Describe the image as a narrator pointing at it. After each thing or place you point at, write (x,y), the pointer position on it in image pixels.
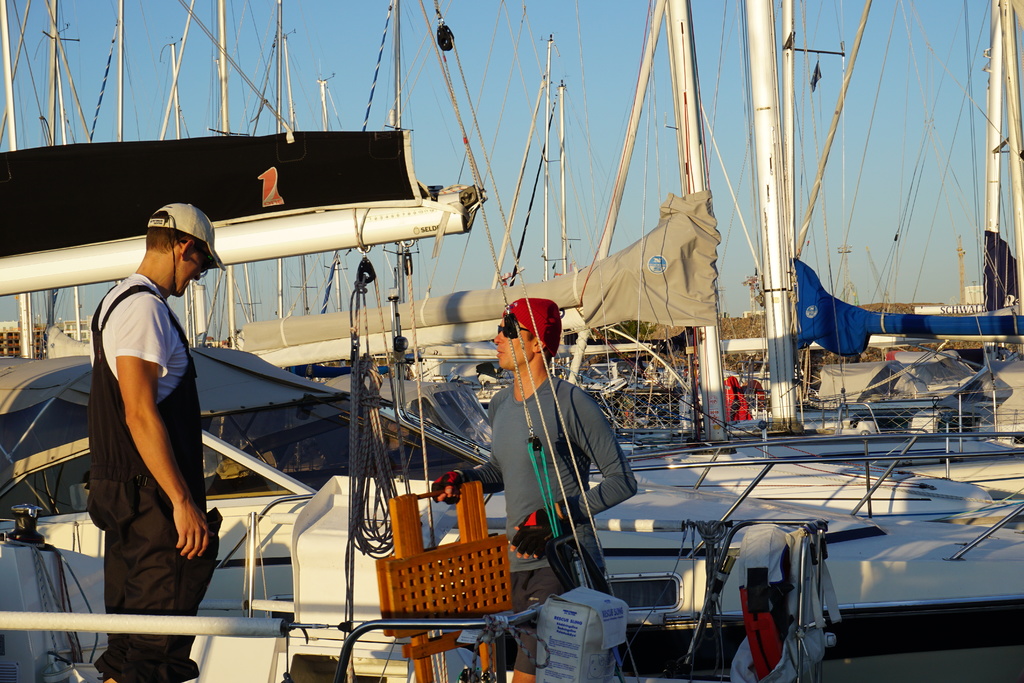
In this image there are two people (170,452) standing, and there are some ships (900,536) and in the ships (279,495) there are some wires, baskets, clothes (773,555), boards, boxes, poles (31,430) and some other objects (635,373). And in the background (284,281) there are poles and wires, at the top (565,101) there is sky (668,188).
